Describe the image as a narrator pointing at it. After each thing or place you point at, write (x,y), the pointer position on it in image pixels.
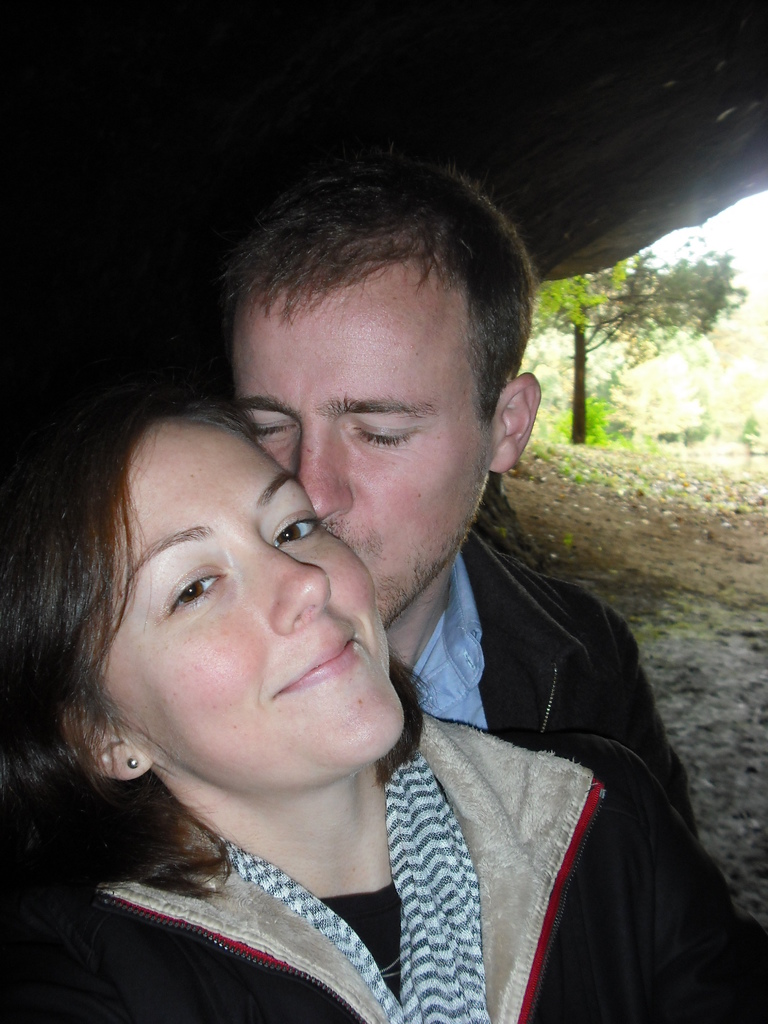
In this image we can see a man (468,421) kissing the woman (311,740) and the woman (346,690) is smiling. In the background (619,393) we can see the trees (710,284), grass (585,471), soil (655,548) and also the path (676,697). At the top (222,184) there is roof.
